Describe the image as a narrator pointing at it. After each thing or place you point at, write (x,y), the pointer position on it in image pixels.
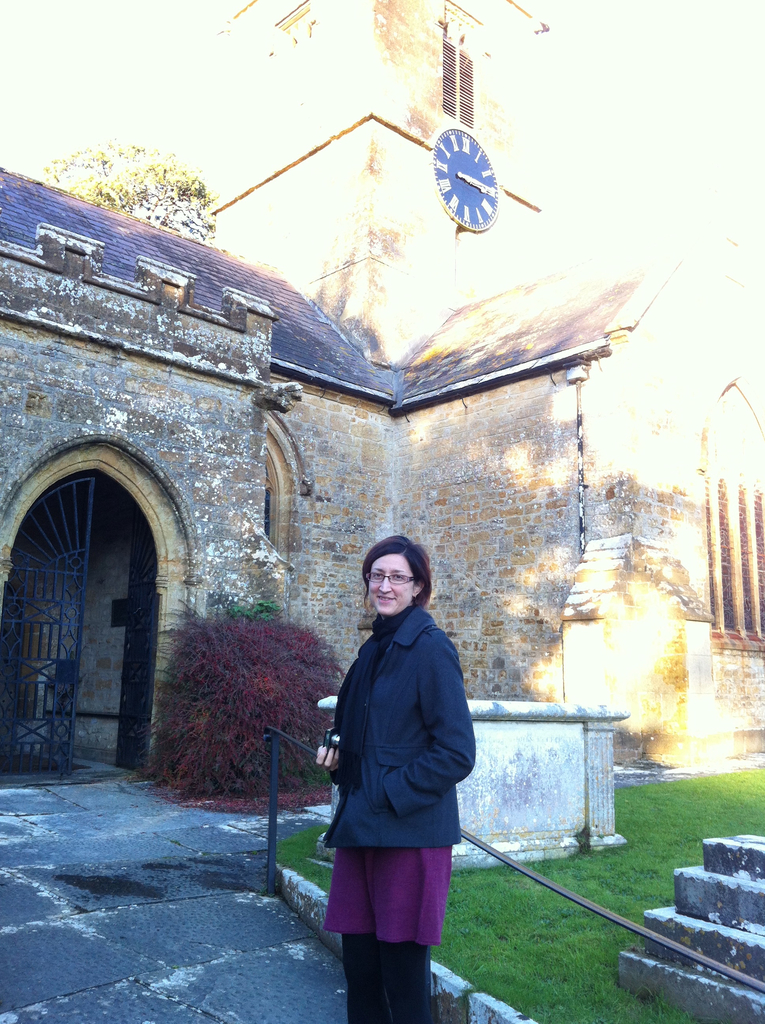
This is the picture of a building (650,463). In this image there is a building (582,332) and there is a clock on the wall (501,115). In the foreground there is a woman (405,576) standing and smiling. At the back (20,658) there is a door (83,570) and there are trees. At the bottom (588,948) there is grass (570,949).
